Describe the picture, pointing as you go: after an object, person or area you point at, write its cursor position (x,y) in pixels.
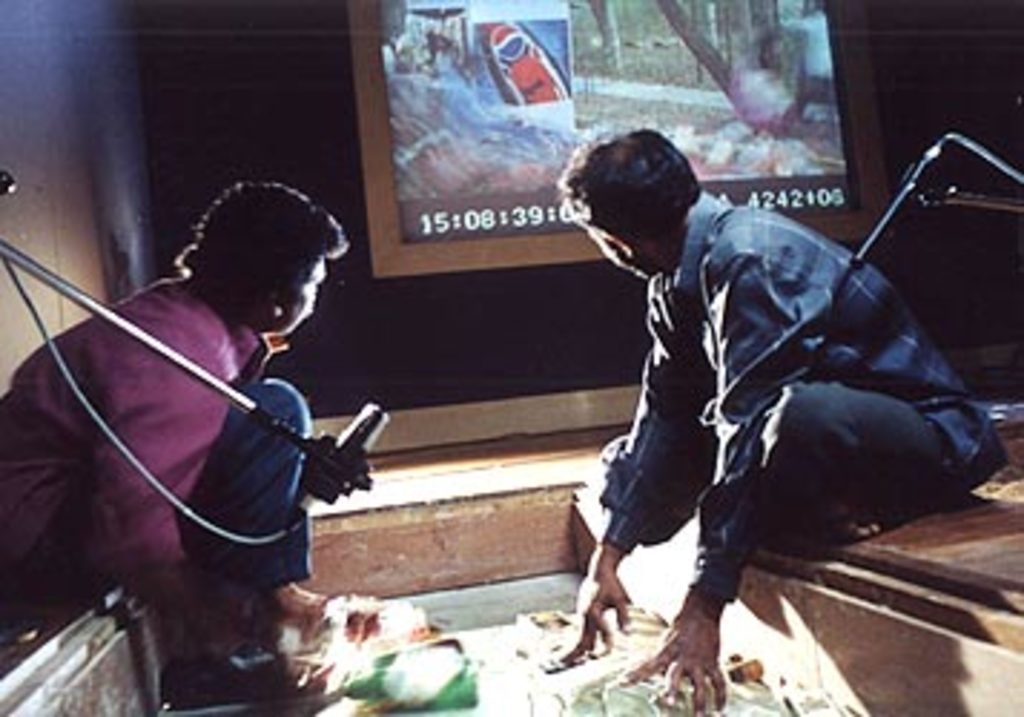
In the image we can see there are people (244,439) sitting and beside them there is a mic (380,421) with a stand (82,297). Behind there is a screen (560,108) kept on the wall (308,124).
